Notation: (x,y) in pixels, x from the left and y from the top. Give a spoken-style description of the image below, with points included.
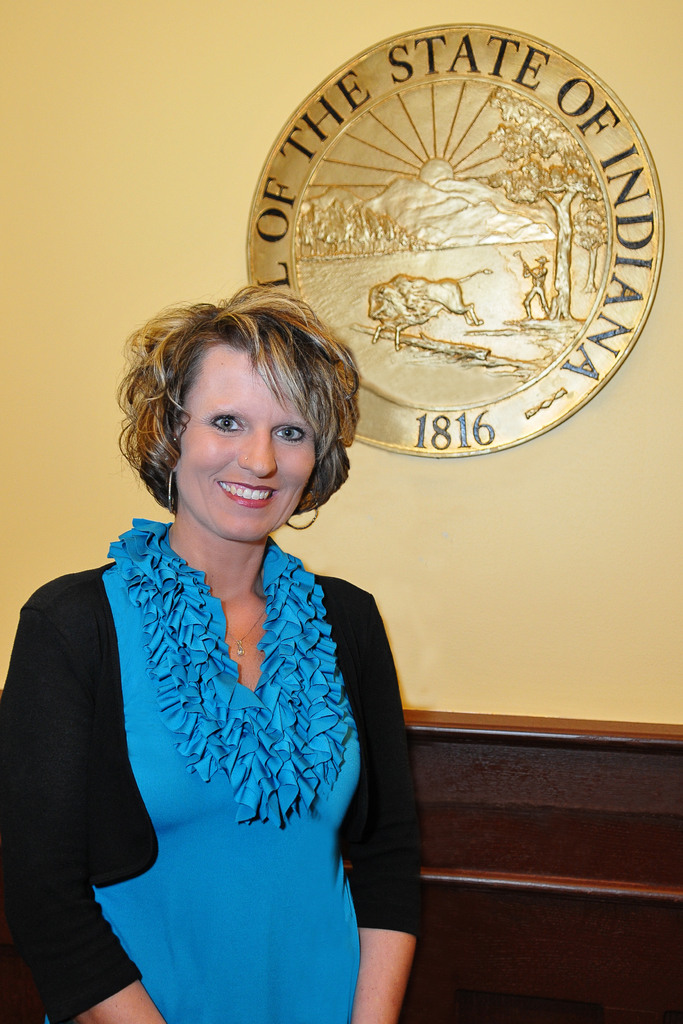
Front this woman (392,938) is standing and smiling. Shield (643,289) is on the wall (221,197). Backside of this woman (268,291) there is a wooden panel (522,753).
